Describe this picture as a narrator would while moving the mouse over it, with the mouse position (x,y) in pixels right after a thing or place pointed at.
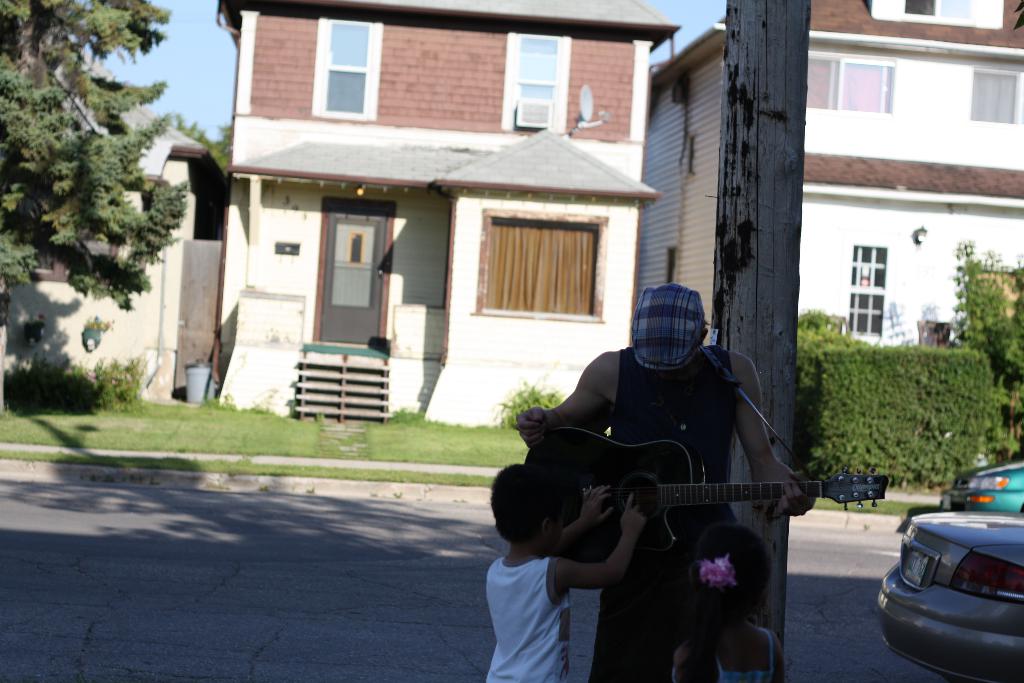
In this picture we can see three persons (502,522) are standing on the road (349,577). He is holding a guitar (746,494) with his hands (776,476). These are the vehicles (922,527). Here we can see some plants (935,369). And this is a house (407,167) and there is a tree (51,6). Here we can see grass (216,415) and this is sky (195,99).
